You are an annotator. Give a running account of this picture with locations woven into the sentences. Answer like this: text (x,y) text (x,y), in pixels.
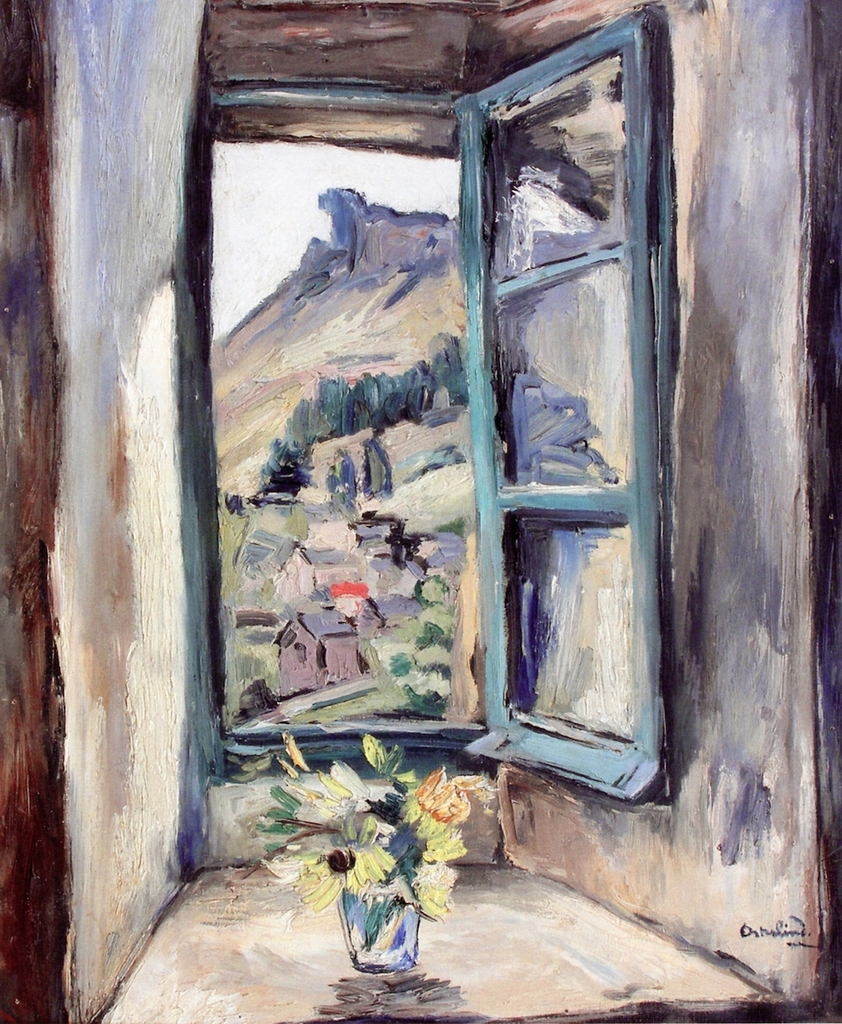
This is a painting in this picture in the foreground (128,176) there is an inner view of the house (180,829), and there is a window (594,712) and one flower pot (371,889) and plant (380,789). In the background (328,451) there are some mountains (337,240), trees (370,469) and houses (312,652).
